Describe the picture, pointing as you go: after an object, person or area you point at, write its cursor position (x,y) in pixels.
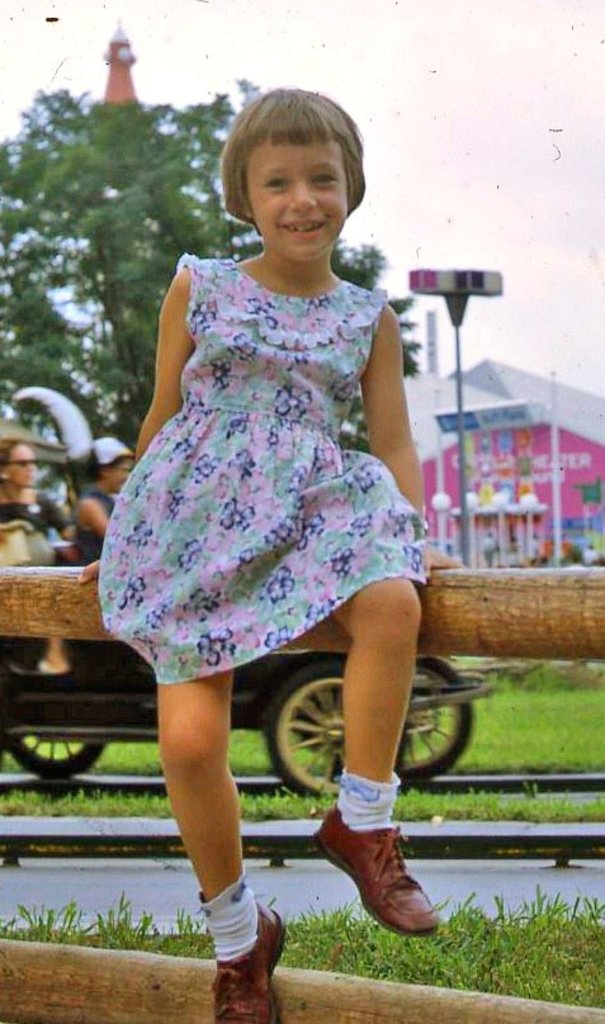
In this image we can see a girl (339,548) smiling and posing for a photo and behind we can see few people (124,476) sitting in the vehicle (295,771) and there is a tree (104,155). We can see the grass (149,805) on the ground (517,781) and there is a building (566,398) in the background (573,441) and at the top (412,46) we can see the sky (162,13).
